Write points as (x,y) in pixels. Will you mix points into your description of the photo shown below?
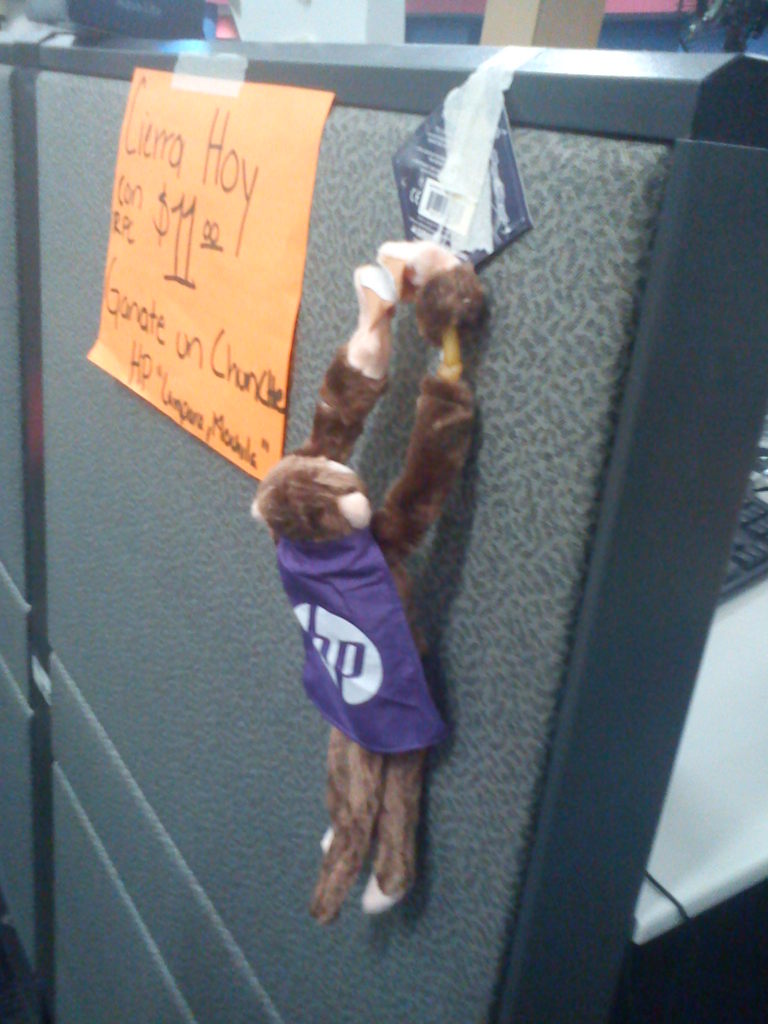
In this image we can see board (485,527) which is of grey color there is some chart (193,291) and show piece (360,325) attached to it in the right side of the image (689,881) we can see desk (692,833) and keyboard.
